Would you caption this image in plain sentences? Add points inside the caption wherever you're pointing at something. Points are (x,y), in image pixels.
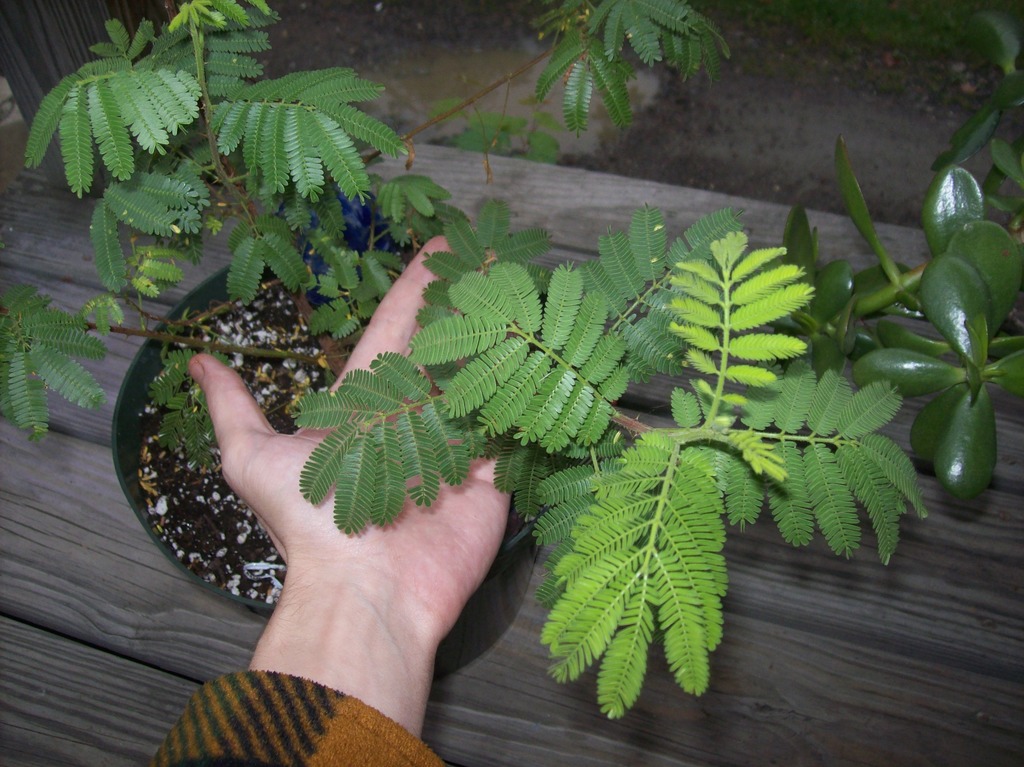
In this image we can see the hand (371,590) of a person (433,507) placing beneath the leaves (452,467) of a plant (425,461) and there is a plant pot (246,516) which is placed on the wooden surface (86,537).
